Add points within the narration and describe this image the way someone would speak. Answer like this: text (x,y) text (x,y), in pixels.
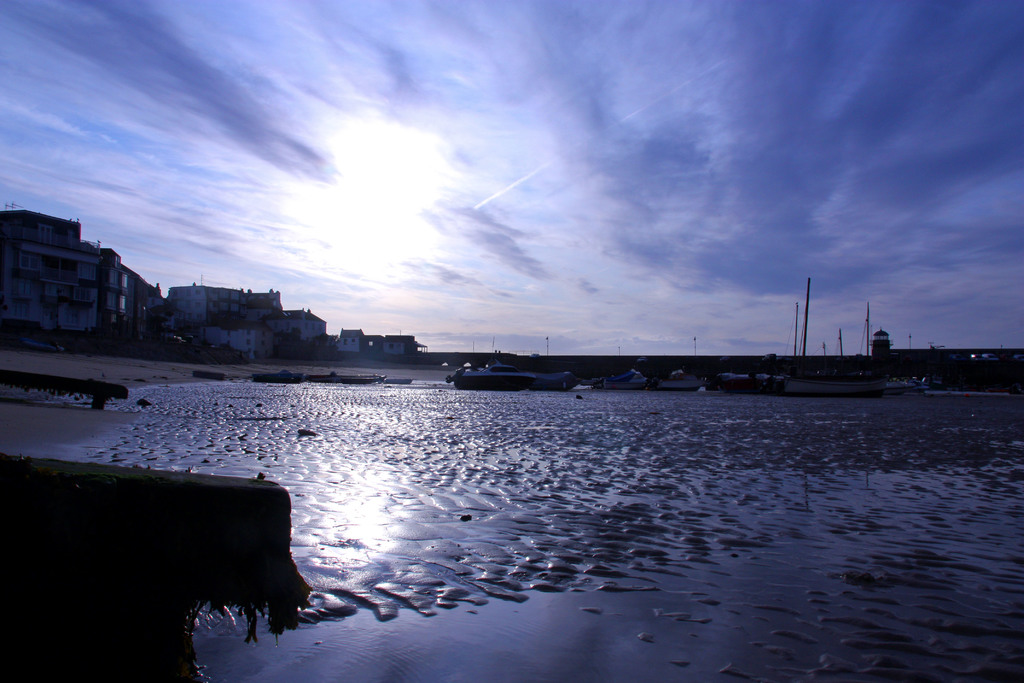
In the foreground of the image (583,494), it seems like mud (437,508). On the left (175,591), there is an object (138,595). In the background (819,372), there are boats (559,373), buildings (32,289), poles (869,315), sky (810,338) and the cloud (651,113).
